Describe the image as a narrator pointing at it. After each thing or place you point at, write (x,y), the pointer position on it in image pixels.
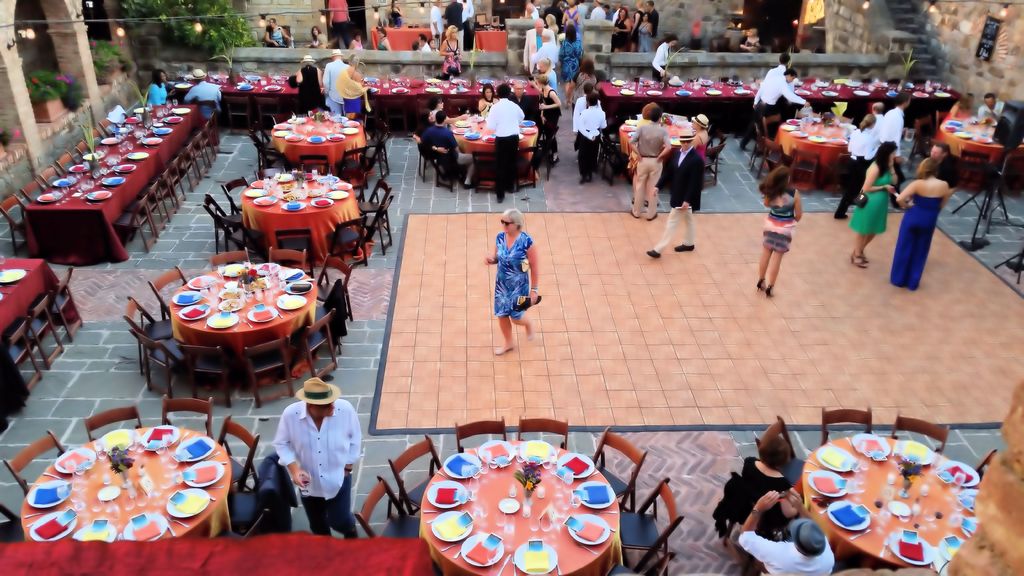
This is an outside area (554,405). In this image I can see few people (703,157) are standing and few people (441,143) are sitting on the chairs (347,159) around the table (458,145) and here we can see some dining tables (502,492) are arranged. In the background (218,56) there is a wall (138,43) and trees (218,25).
